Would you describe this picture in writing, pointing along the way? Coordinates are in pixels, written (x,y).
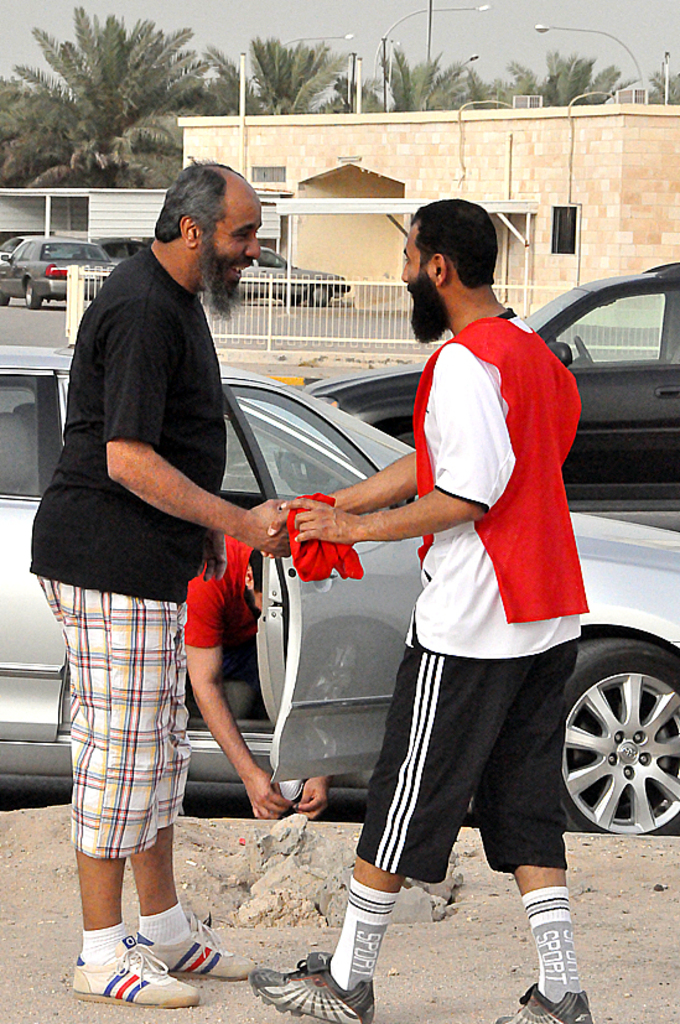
Far there are number of trees (130,86). In-front of this building (261,171) there are vehicles (17,259). This is fence (305,323) in white color. These two persons (433,310) are standing and giving hand shake. Behind this two persons (109,439) there are vehicles (336,470). This person (240,615) is sitting inside this vehicle (269,599).
